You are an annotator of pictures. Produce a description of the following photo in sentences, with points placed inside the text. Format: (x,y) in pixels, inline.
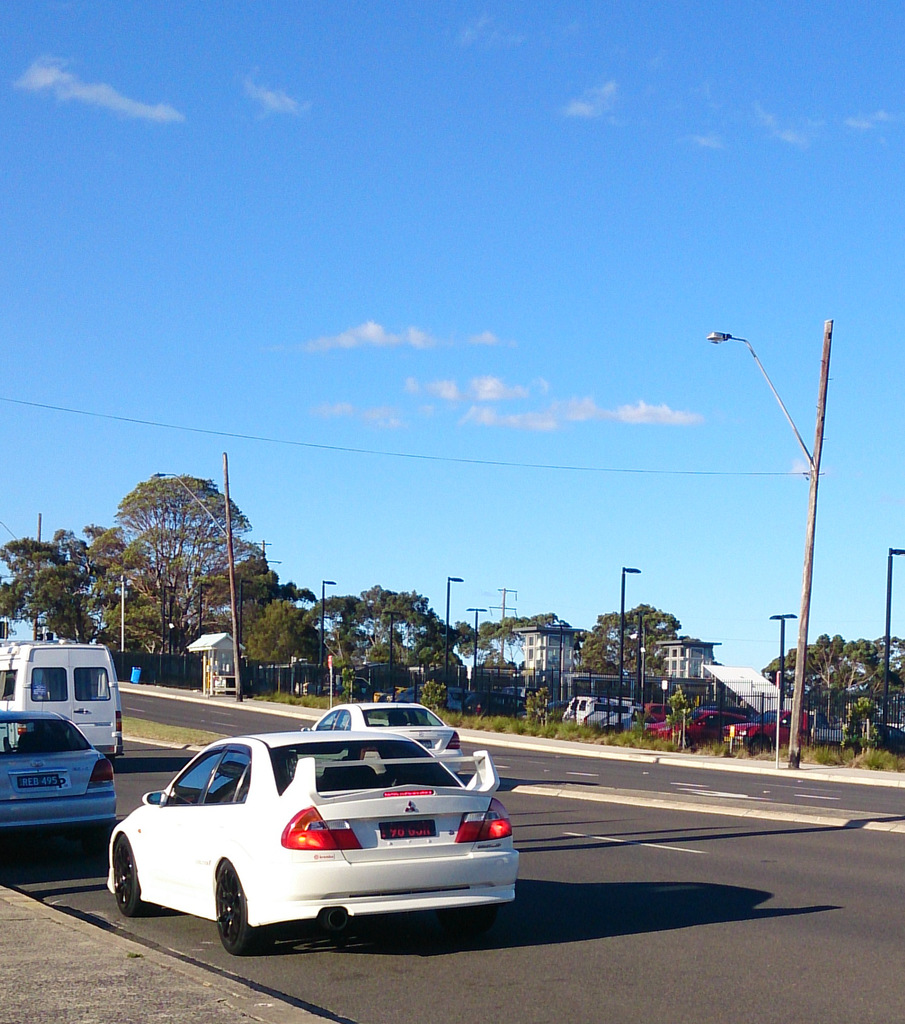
In this picture we can see the view of the road (379,954). In front (279,908) we can see white color car (267,828) and a van (118,741) moving on the road (210,713). Behind we can see many trees (617,670) and some houses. Above we can see blue clear sky (555,457).
